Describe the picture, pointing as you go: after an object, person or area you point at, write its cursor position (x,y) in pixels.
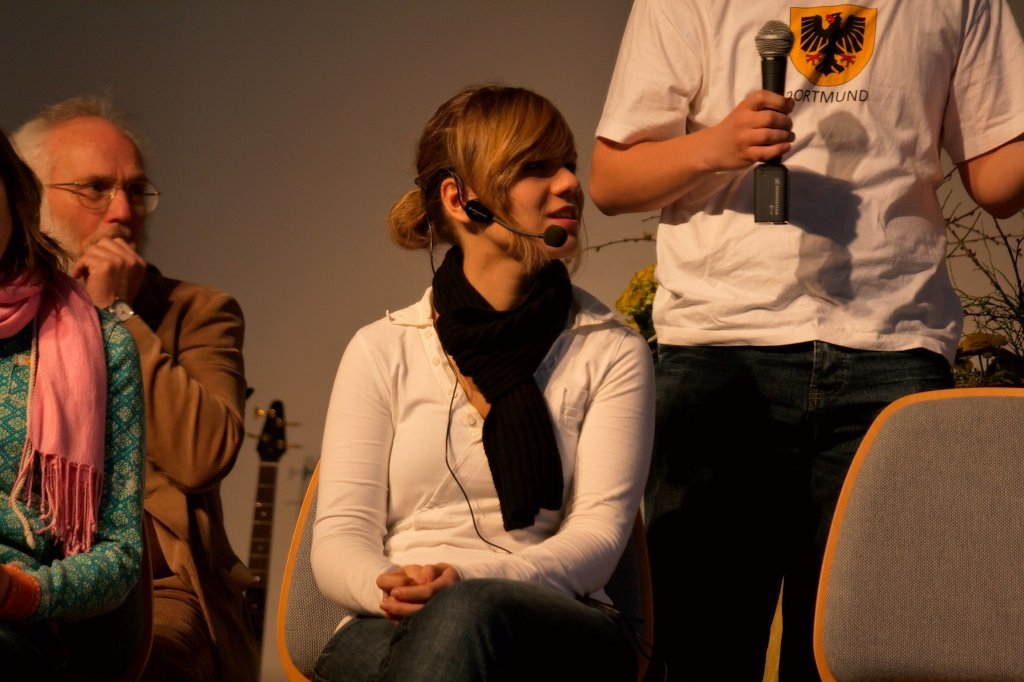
In this picture we can see woman (592,339) and man (128,190) sitting on chair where woman (457,235) is talking on mic (469,209) and beside to her we can see man (812,93) holding mic (770,54) in his hand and in background (281,119) we can see wall (322,245), guitar (266,422).
